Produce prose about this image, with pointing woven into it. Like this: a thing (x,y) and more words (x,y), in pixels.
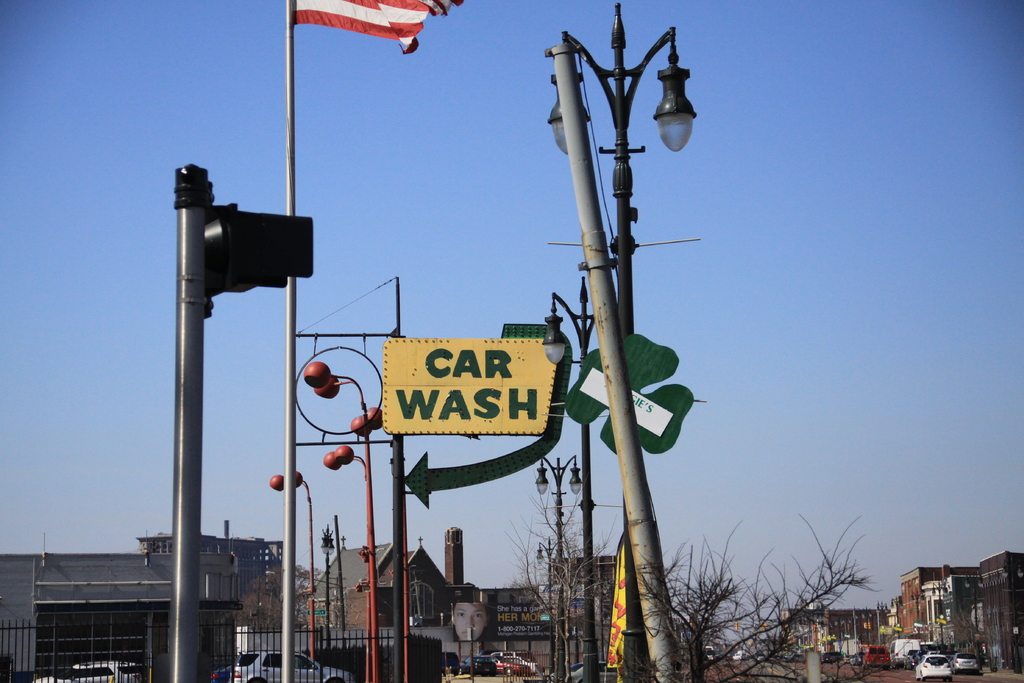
In this image in the center (619,406) there are some poles (646,530), lights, boards (393,381) and one flag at the bottom (307,626) there are some houses (1010,630), buildings (993,630), vehicles (916,641), fence (382,639) and hoardings (501,627). On the top of the image (421,70) there is sky (72,193).
